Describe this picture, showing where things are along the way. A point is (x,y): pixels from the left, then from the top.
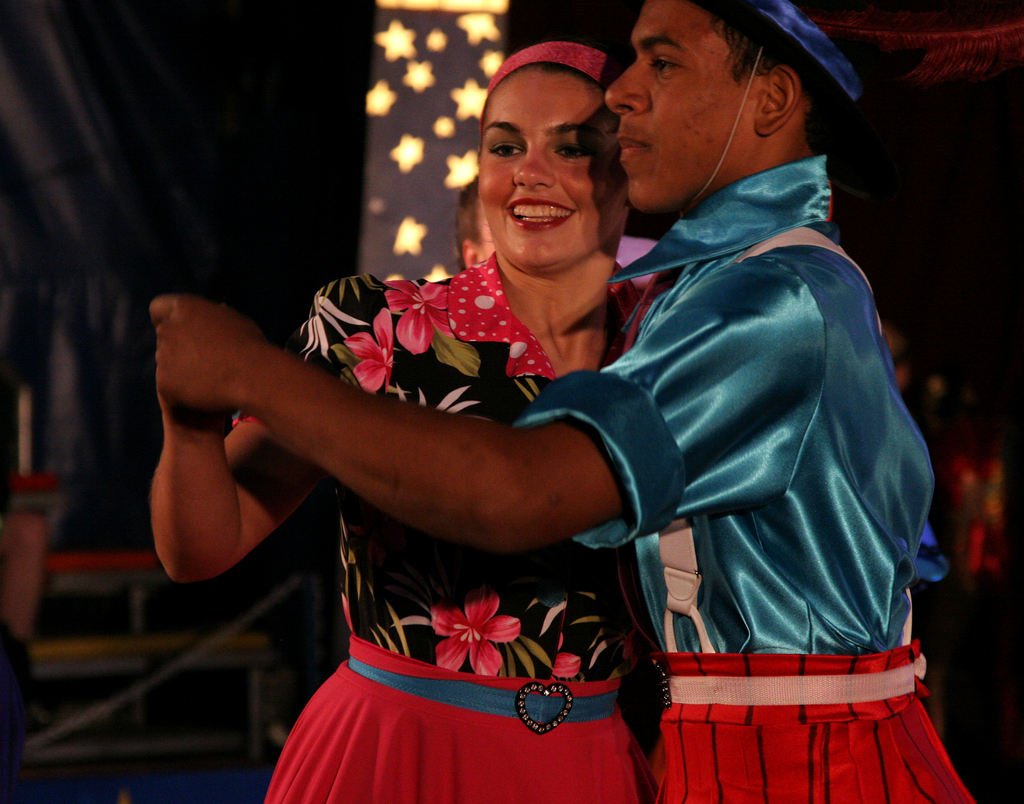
In this image there is a couple (577,478) who are wearing different costumes (773,513) and dancing by holding each others hand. In the background (397,161) there are star symbols (383,95) on the pillar (408,155). Beside it there is a curtain (135,167). At the bottom (71,637) there are benches (107,644).
